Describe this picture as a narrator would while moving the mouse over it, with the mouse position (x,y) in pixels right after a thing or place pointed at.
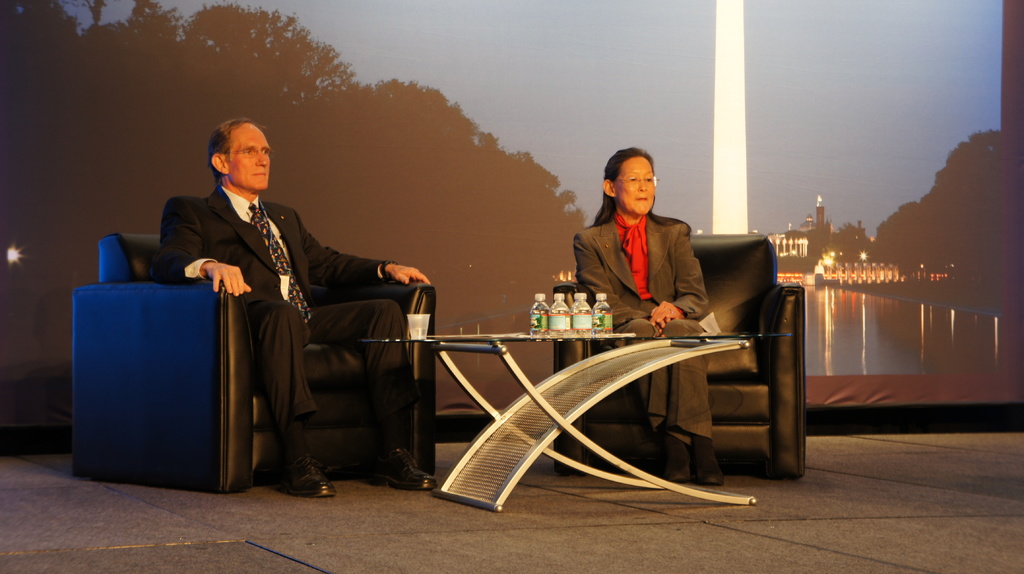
This man (312,279) and this women (701,333) are sitting on a black couch (190,317). This two persons (594,290) wore suit (605,262), in-front of them there is a table (509,354), on this table (616,354) there are bottles (595,328) with liquid (532,330) and a glass (424,332). Background (295,50) there is a banner (299,37), in this banner (499,194) there is a image (410,153) of trees (398,148), water (841,298), building (865,263) with lights (829,276).
